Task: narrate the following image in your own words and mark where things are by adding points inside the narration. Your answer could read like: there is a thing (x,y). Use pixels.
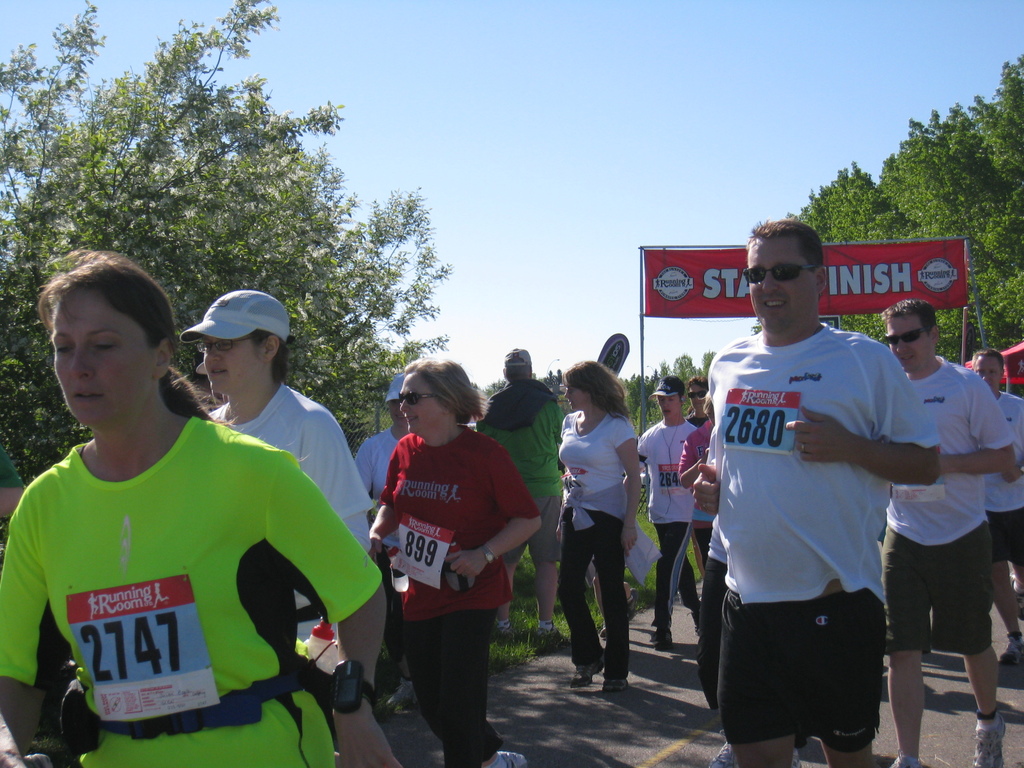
In this picture there is a group of girls (442,649) and boys (927,315) running in the marathon race. Behind we can see the red color banner (726,305) and some trees (989,214).
